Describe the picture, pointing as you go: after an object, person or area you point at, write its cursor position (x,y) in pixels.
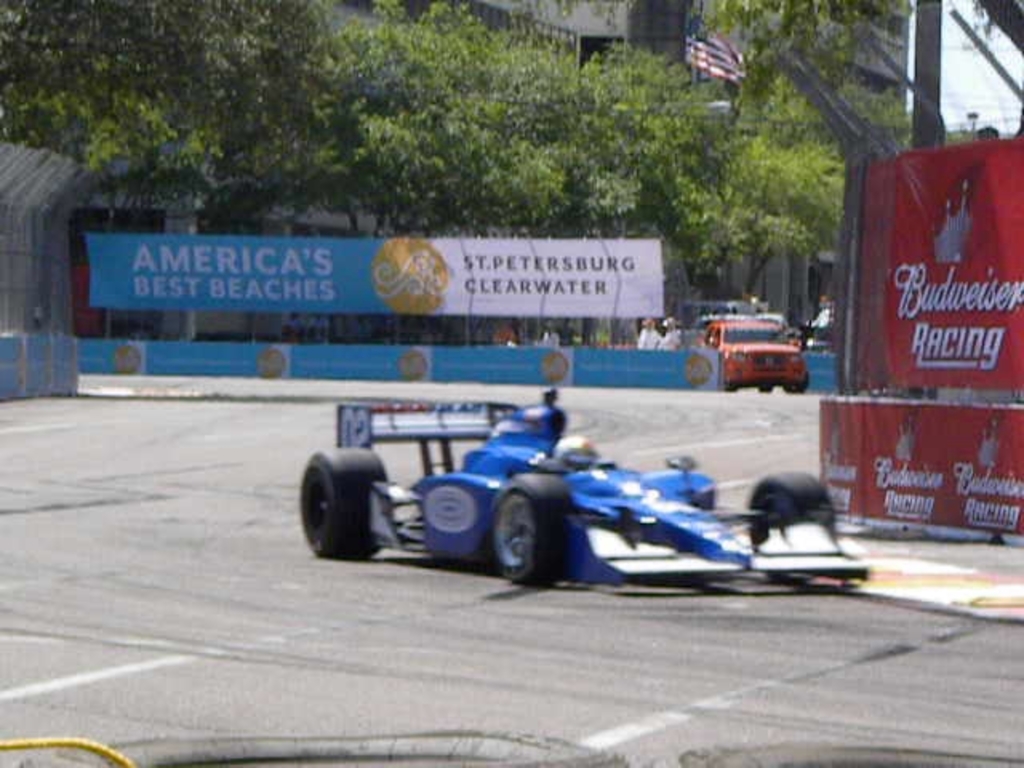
In this image there is a road (644,451) on that road (736,411) there are cars (766,382), beside the road (736,411) there are posters (955,346), on that poster (898,350) text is written, in the background (556,283) there is poster (350,278) on that poster (265,269) text (267,254) is written and there are trees (337,109).
